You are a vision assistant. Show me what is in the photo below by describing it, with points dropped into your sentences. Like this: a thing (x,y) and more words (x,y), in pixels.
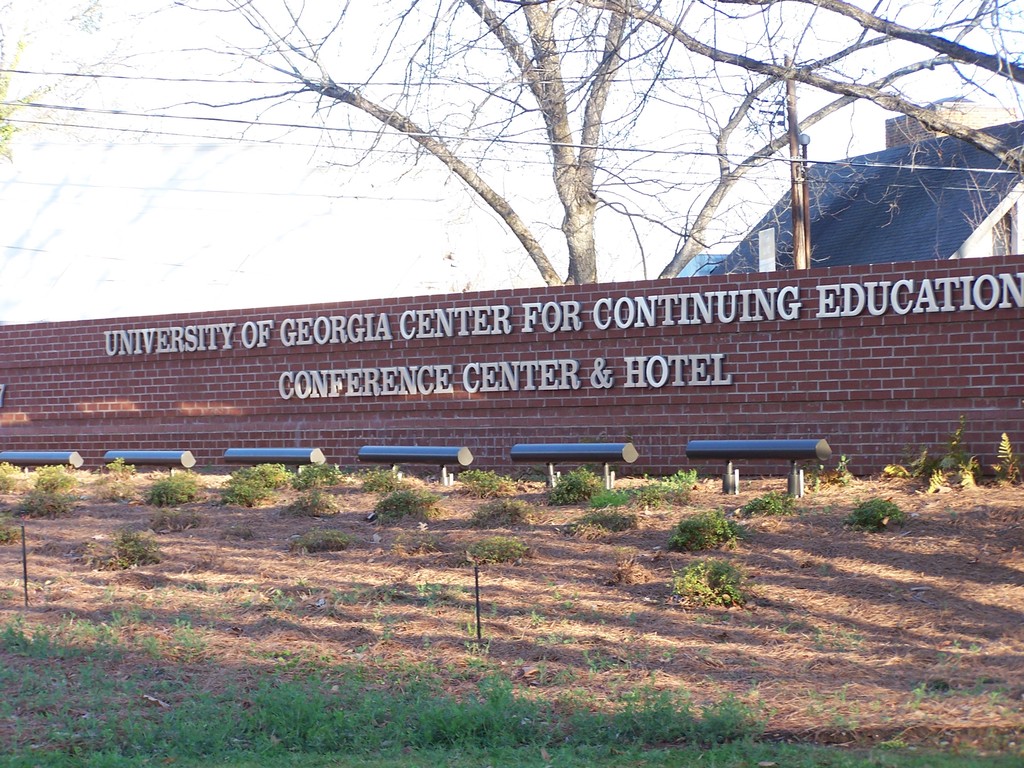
This is a wall (594,338), this is house (861,171), this is tree (589,126), this is grass (295,663).
